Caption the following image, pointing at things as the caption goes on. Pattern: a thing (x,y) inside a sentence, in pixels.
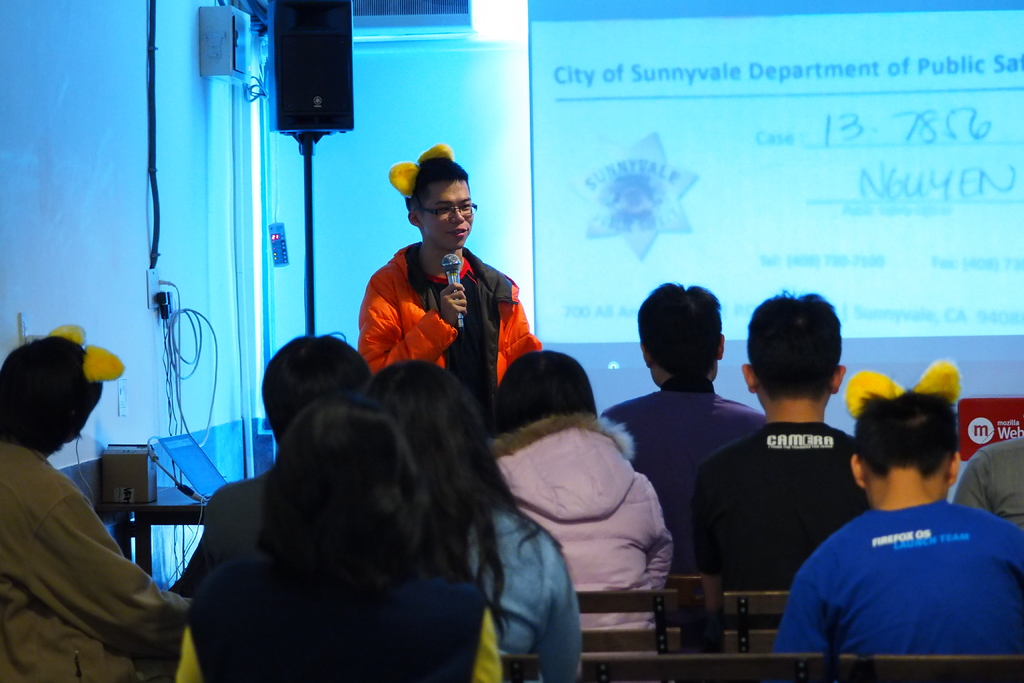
In the picture we can see group of people (663,587) sitting on chairs (758,668), there is a person (414,350) wearing orange color jacket (447,332) standing, holding microphone (455,268) in his hands (446,297) and there is a laptop (213,468), in the background of the picture (274,253) there is sound box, projector screen (584,150) and there is a wall (172,238).
